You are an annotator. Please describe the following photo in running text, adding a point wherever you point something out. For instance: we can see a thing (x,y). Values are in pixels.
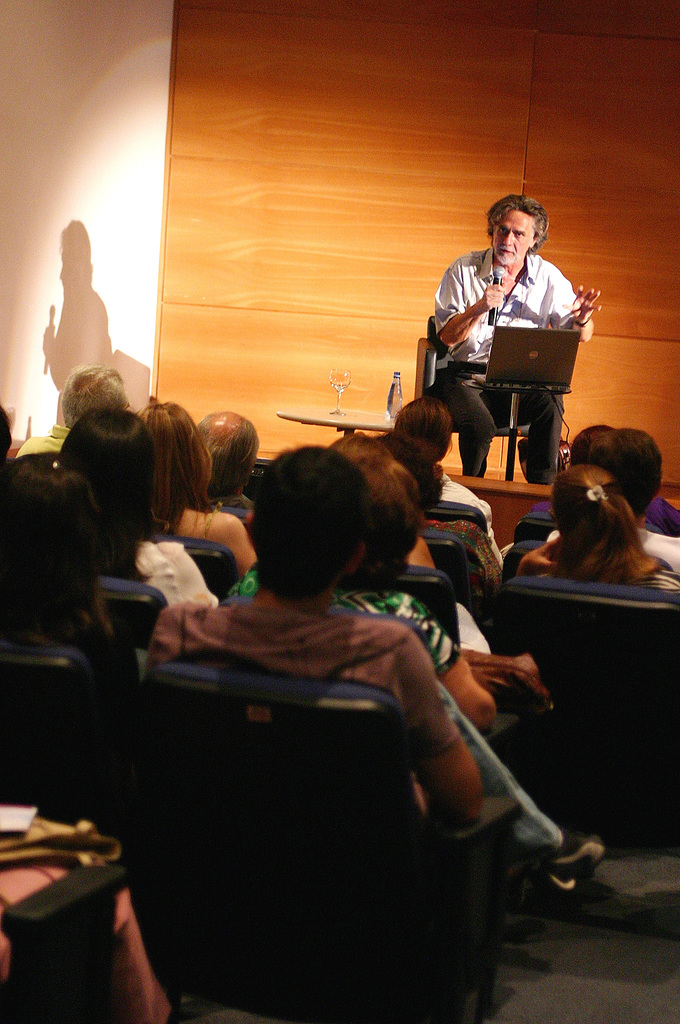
This is the man (464,405) sitting on the chair (436,347) and holding a mike (492,287). I can see a laptop (521,381), which is placed on the table (516,388). There are group of people (630,462) sitting on the chairs (486,629). Here is another table (356,420) with a wine glass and a bottle (391,405) on it. This looks like a wooden wall (472,142). On the left side of the image (81,325), I can see the shadow (119,358) of the man (464,298) on the wall (62,289).
